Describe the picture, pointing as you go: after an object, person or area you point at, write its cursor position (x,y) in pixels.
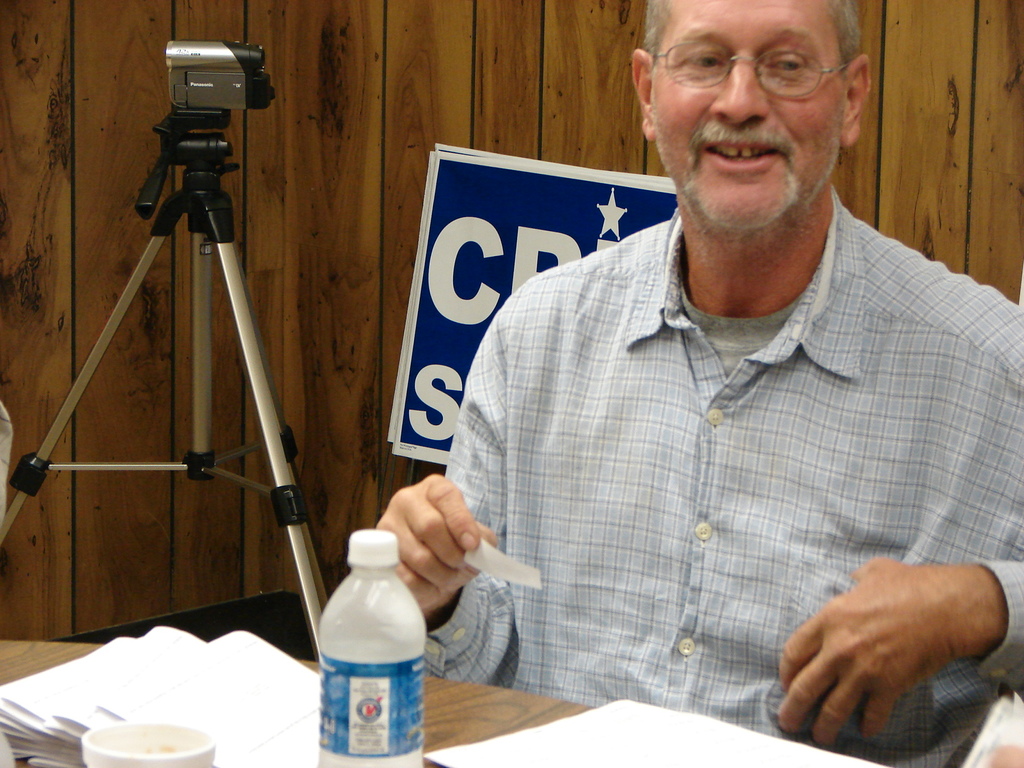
A man (567,422) is sitting on the chair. It's a water bottle (383,686) on the table (486,698).
